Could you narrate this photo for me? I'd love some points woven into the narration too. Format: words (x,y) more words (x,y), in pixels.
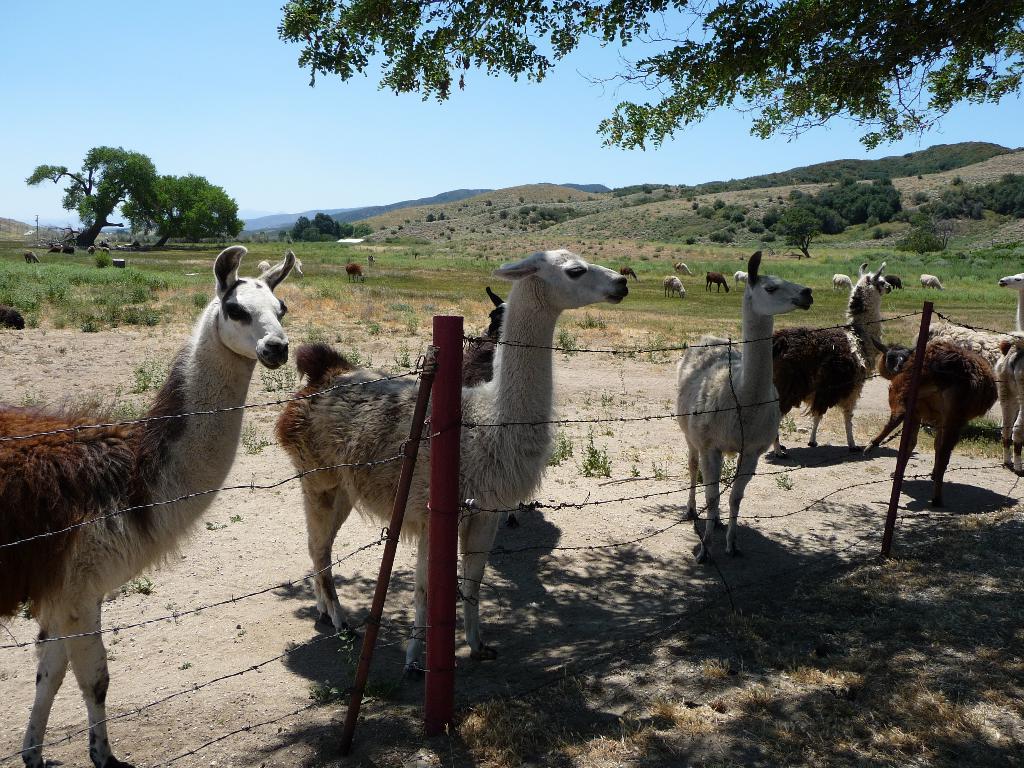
In this image I can see ground (668,536) and on it I can see few llamas (801,342) are standing. I can also few poles (921,341), few wires (645,351), shadows (620,580) on ground (749,590) and In the background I can see number of trees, sky (257,141) and few more animals (922,276) are standing. I can see colour of these animals (223,455) are brown and white.
